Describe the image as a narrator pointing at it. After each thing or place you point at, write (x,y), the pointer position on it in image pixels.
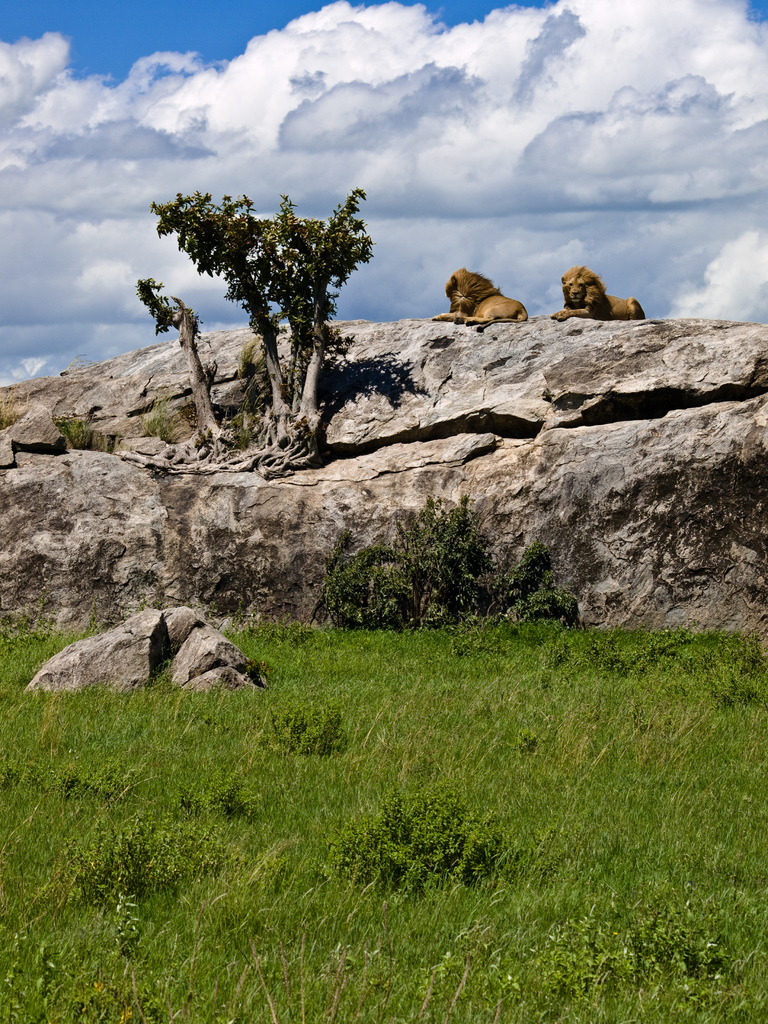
In the image we can see there are two lions (490,300) sitting on the rock (383,442) and beside there is a small tree (269,457). In front (344,921) there is a ground (231,804) which is covered with grass (519,798).
